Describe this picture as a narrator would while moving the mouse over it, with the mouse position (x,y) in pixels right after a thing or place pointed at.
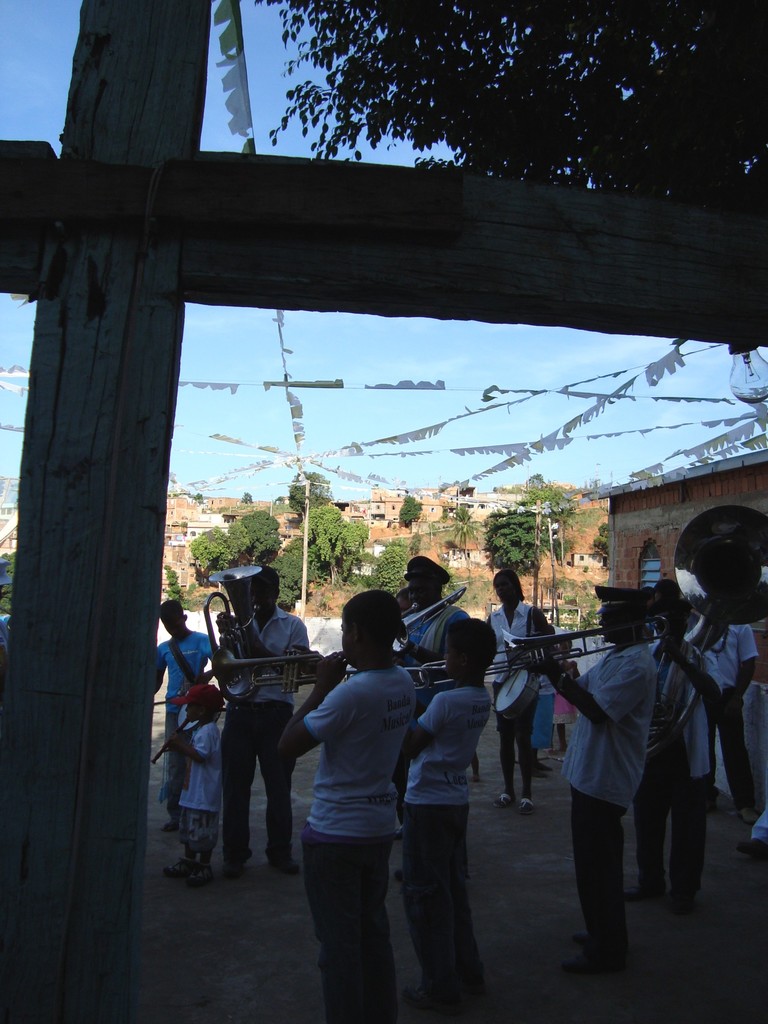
Here I can see few people (414,653) are wearing white color t-shirts (426,714) and playing some musical instruments (560,659). Everyone (360,718) are standing on the ground (234,938). On the left side (81,676) there is a trunk (102,588). In the background (475,522) there are some buildings (491,511) and trees (296,555). On the top of the image (28,56) I can see the sky (23,34) and also leaves (444,72) of a tree (579,54).
